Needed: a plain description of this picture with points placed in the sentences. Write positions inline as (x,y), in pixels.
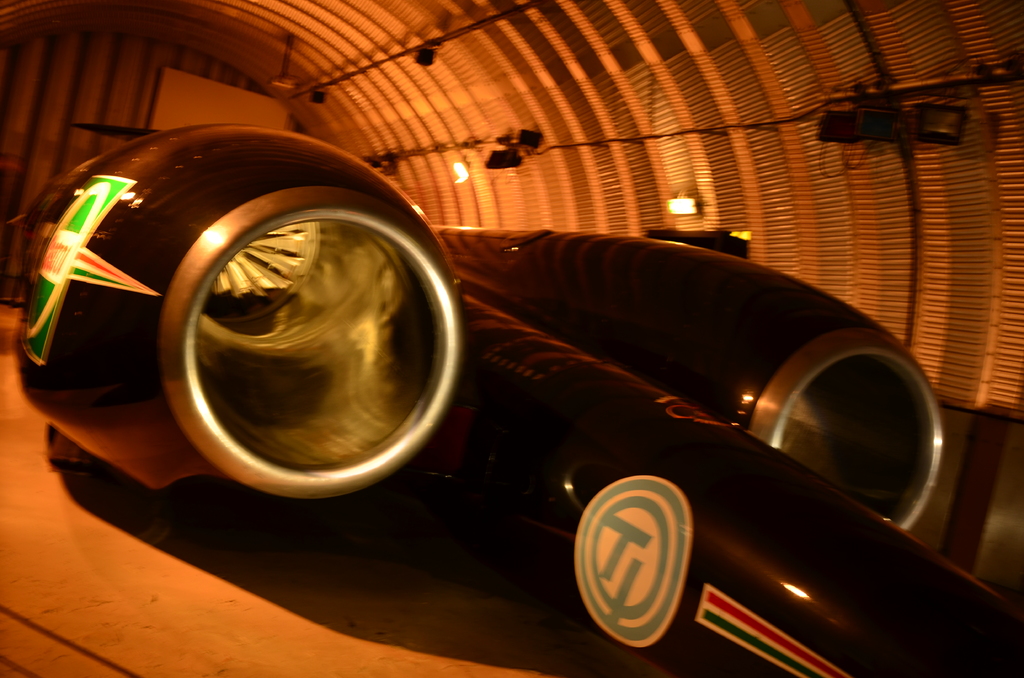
In this image we can see a car (520,434) with logos (622,574). In the back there are lights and few other objects (627,139).
